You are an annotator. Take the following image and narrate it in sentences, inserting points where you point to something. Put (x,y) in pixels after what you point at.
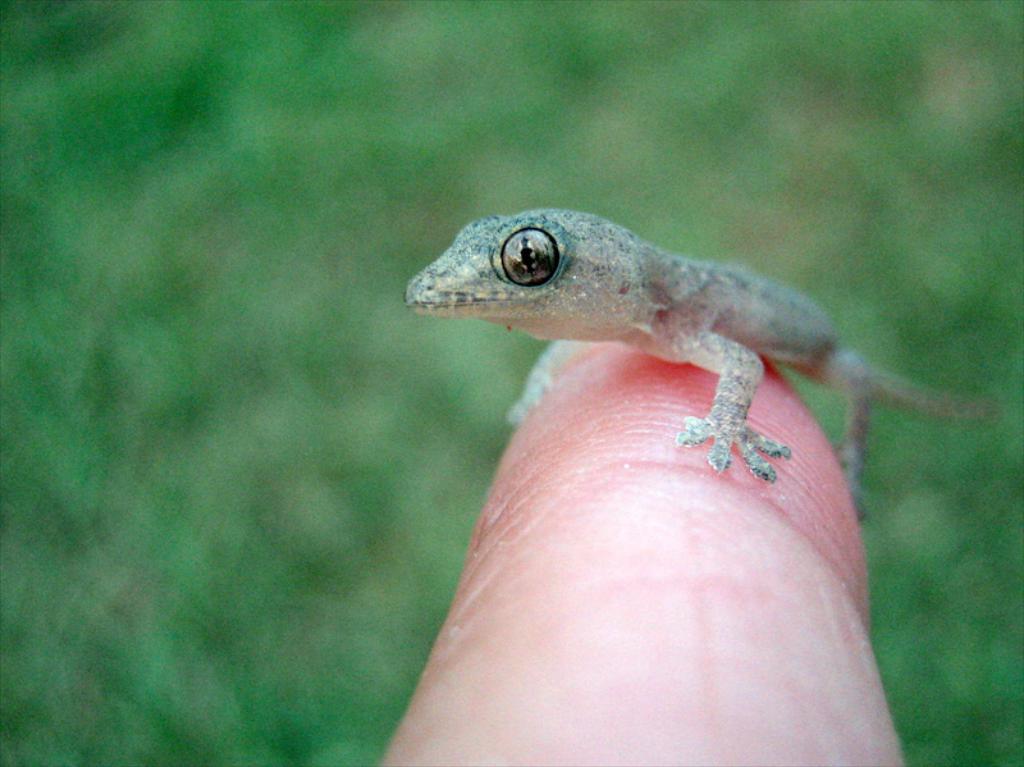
In this image I can see a lizard (557,269) which is in grey color. The lizard (624,272) is on the person finger (631,452). Background (732,124) is in green color.
